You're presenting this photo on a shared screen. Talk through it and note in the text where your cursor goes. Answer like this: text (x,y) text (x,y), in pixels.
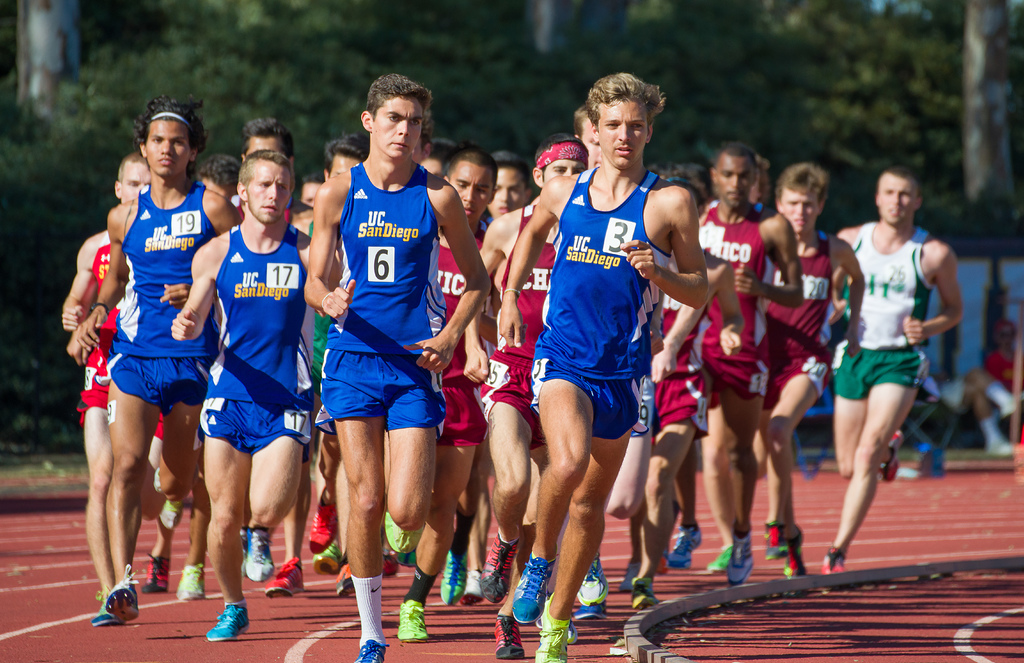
In this image there are running on the mat (155,627). Behind them there are a few people (1011,407) sitting on the chairs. In the background of the image (435,82) there are trees (330,49).
